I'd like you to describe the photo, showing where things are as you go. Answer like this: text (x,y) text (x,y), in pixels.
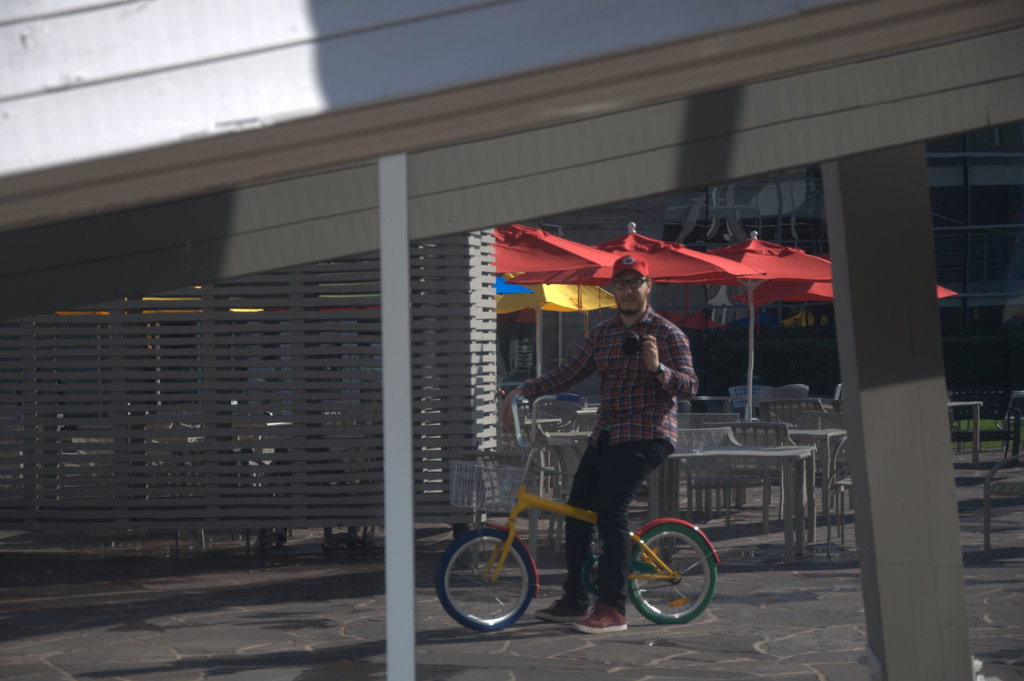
In the middle of the image (630,384), there is a person (629,401) sitting on the bicycle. In the top of the image (374,17), there is a wall (593,33) of white in color. In the background (808,392), there is a table (799,448) and chairs (761,396) visible and grass (1001,443) visible. In the right middle (1014,300), a building (1014,262) is visible. This image is taken during evening time.
